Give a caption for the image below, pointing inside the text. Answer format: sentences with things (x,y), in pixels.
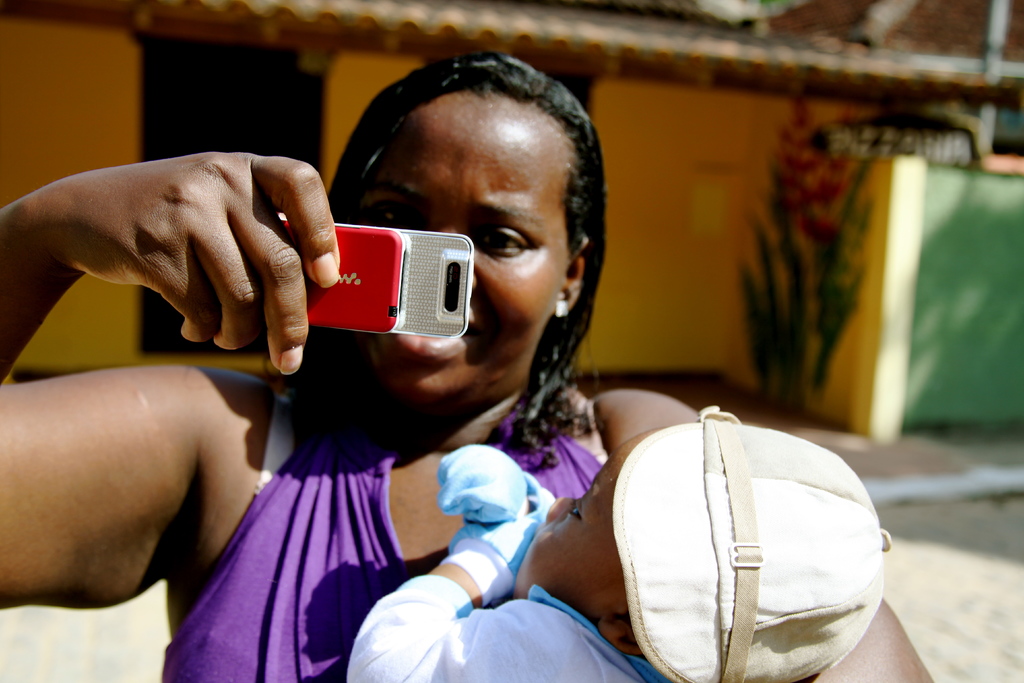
In the image we can see there is a woman (483,236) who is standing and holding baby (619,537) in her hand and even she is holding baby (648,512) in her hand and there is a mobile phone (384,292).
